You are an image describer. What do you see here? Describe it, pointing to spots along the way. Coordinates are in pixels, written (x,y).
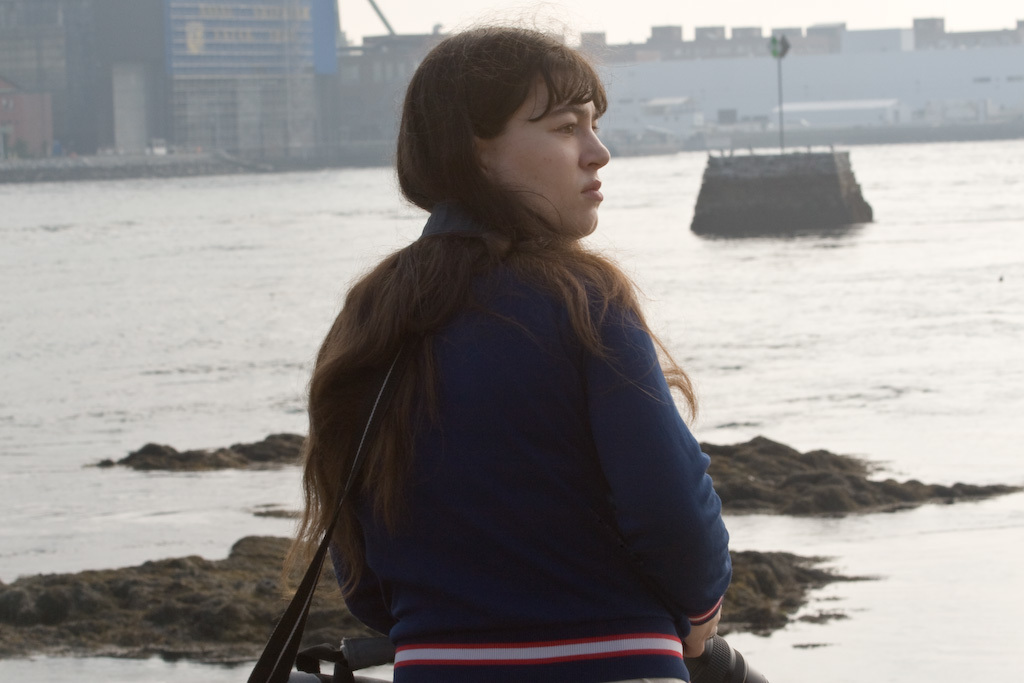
In front of the image there is a person (534,642) holding the camera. In front of her there are rocks (829,484) and water (820,337). In the center of the image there is a concrete structure (746,157). On top of it there is some object (779,108). In the background of the image (288,77) there are buildings (800,63).
